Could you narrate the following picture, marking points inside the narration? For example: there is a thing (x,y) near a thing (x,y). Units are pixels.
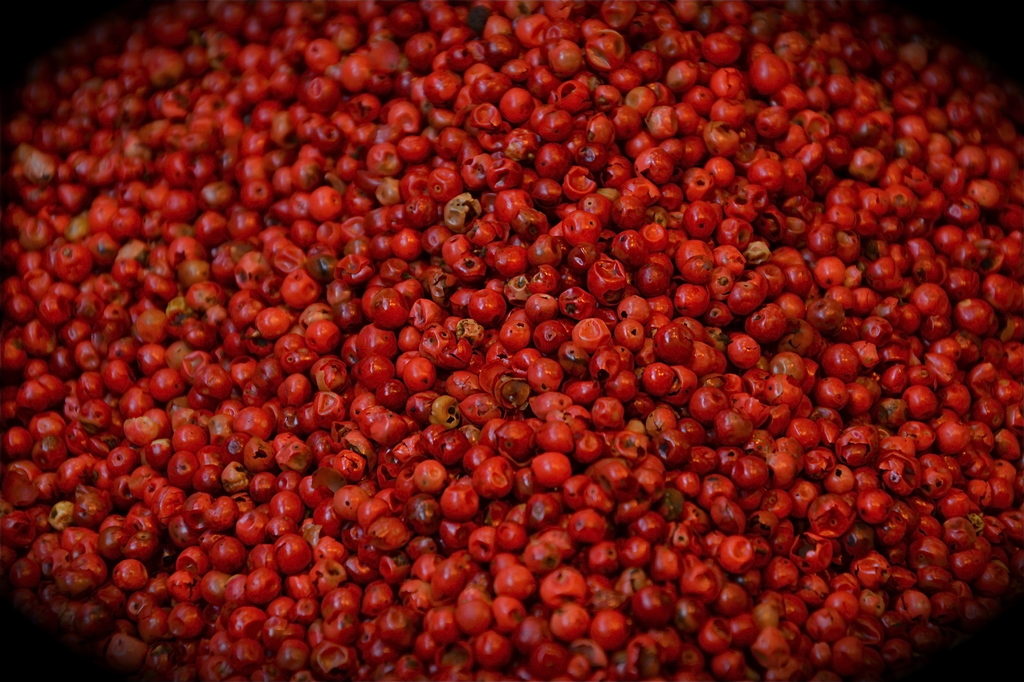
In this picture, there are berries (417,223) which are in red in color.
